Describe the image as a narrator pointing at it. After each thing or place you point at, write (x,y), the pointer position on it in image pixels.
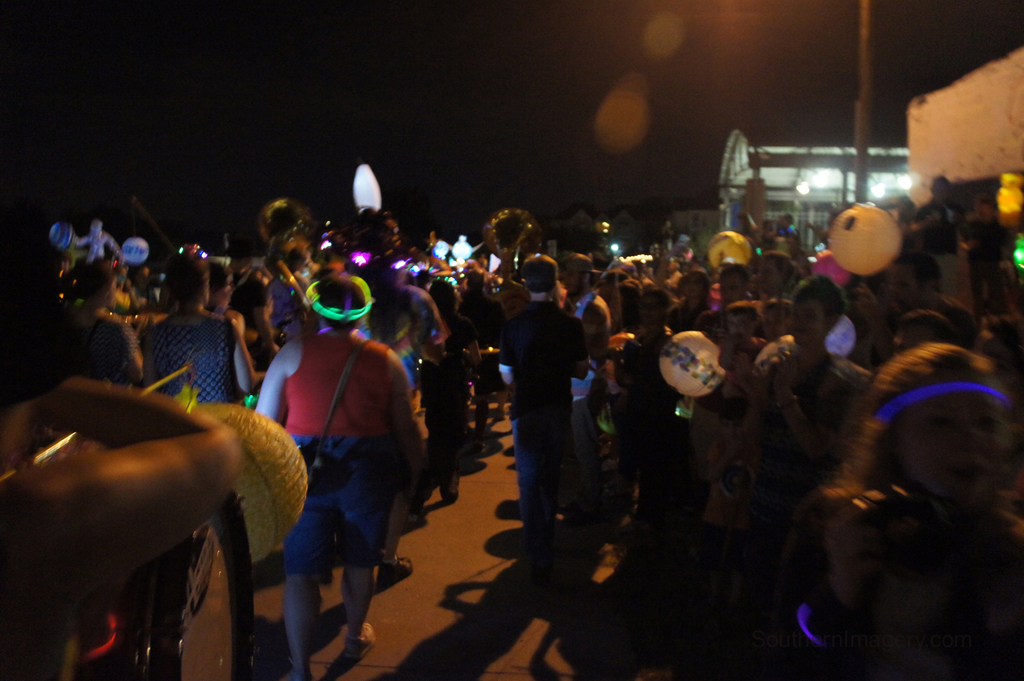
Here some people (742,372) are standing and some people (376,413) are walking, here there is a building (796,182), this is sky (342,122).
